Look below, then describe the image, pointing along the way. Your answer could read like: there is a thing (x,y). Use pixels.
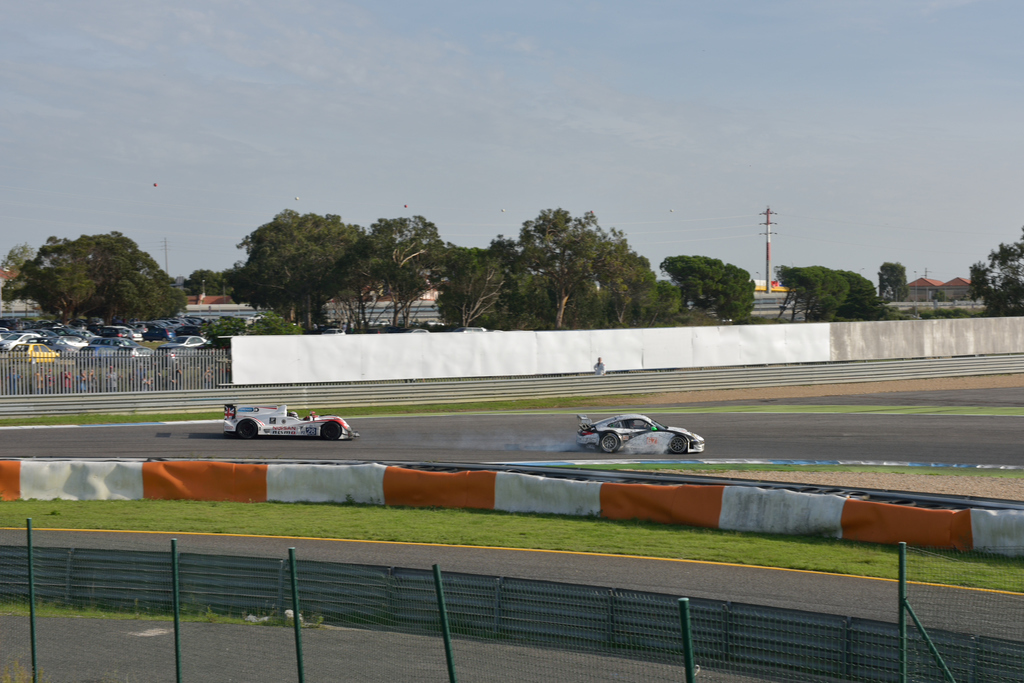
In this picture we can see there are two sports cars (650,434) on the road (457,433) and on the right side of the cars (342,438) there is a fence (388,592) and behind the cars (342,419) there is an iron fence boards (418,375) and some vehicles (133,342) on the path (177,335). Behind the vehicles (199,332) there are trees (611,293), an electric pole (771,236) and the sky (320,129).
